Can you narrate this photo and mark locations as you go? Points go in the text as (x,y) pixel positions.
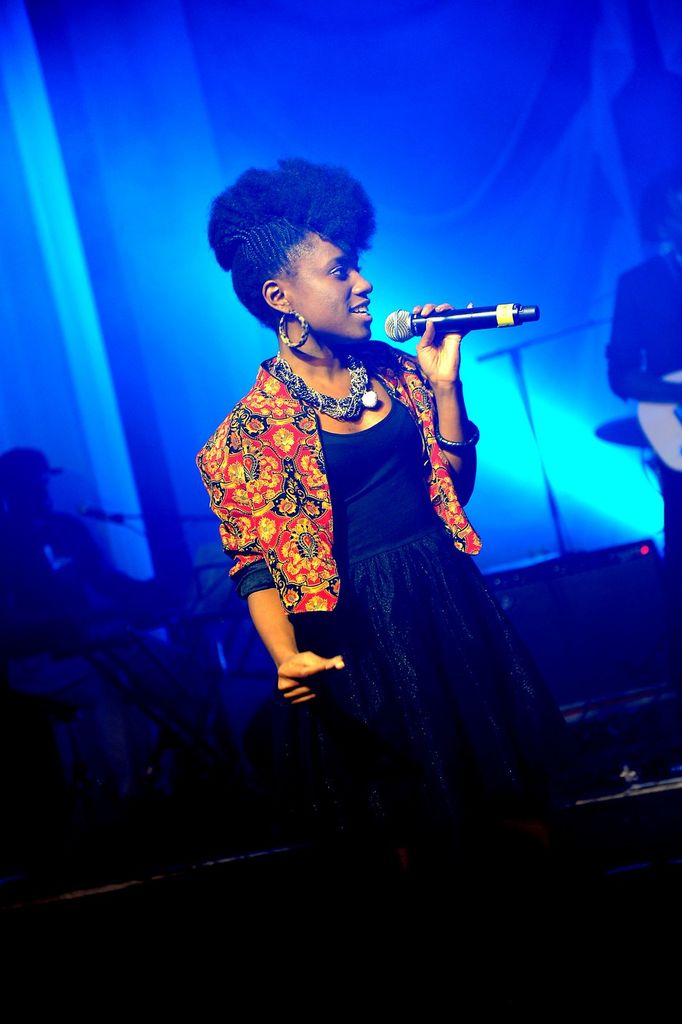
This is the picture of a woman (378,601) in black dress (404,626) holding a microphone (451,325). Background of this woman (317,564) there are the music instruments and a wall (647,500) in blue color.
